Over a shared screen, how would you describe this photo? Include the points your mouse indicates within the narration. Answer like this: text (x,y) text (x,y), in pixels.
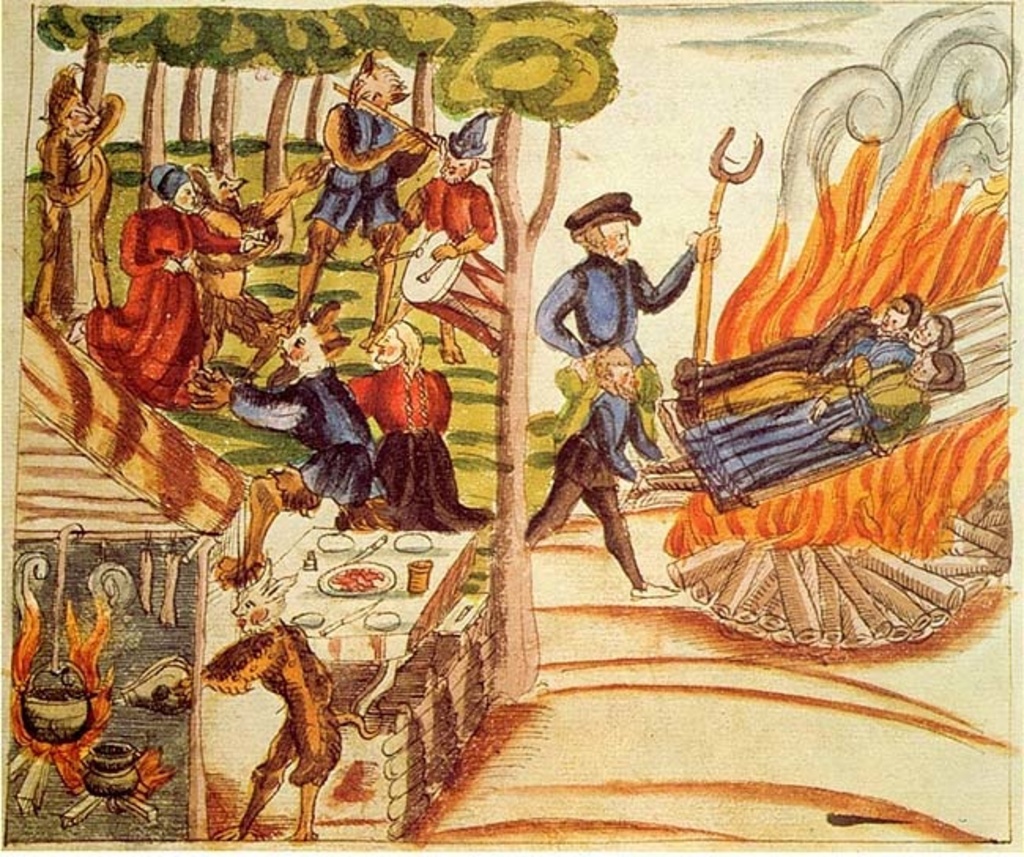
This image is a painting. In this image we can see people (591,366) and there is a fire (837,522). We can see logs (755,580) and there are trees (171,57). There are animals (294,319).
